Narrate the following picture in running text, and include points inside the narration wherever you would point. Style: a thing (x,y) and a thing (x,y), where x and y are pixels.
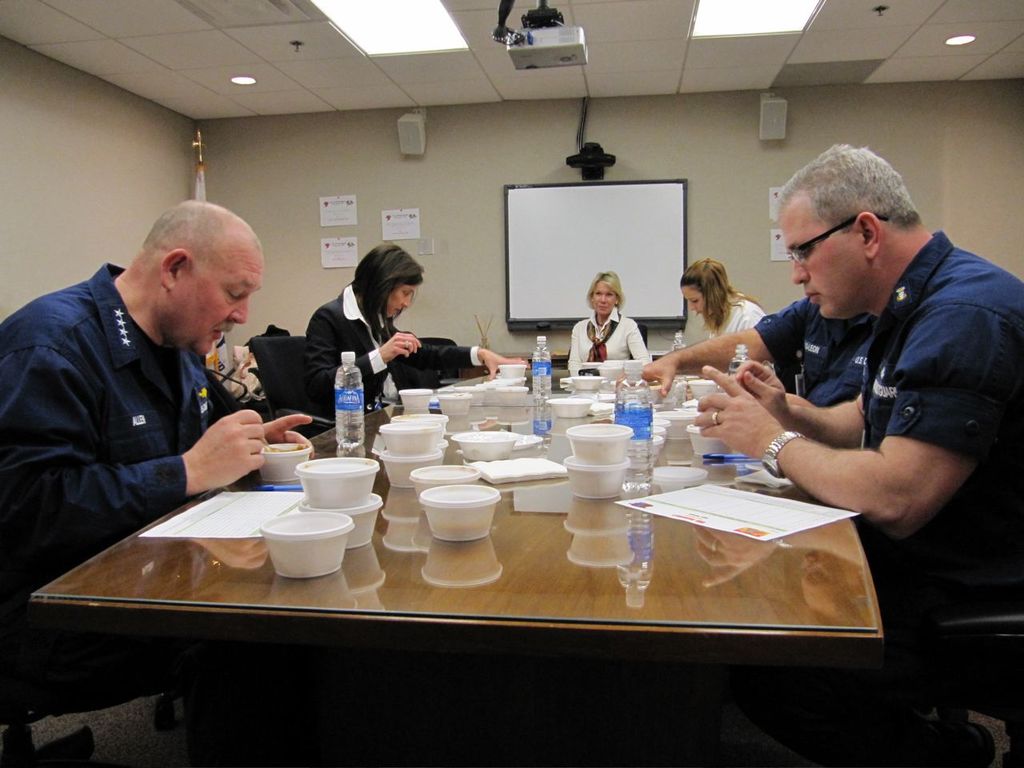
In this image we have people (300,420) who are sitting on the chair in front of the table (601,620). On the table (685,460) we have a couple of water bottles (630,371), boxes (355,526) and other stuff (663,497) on it. Behind these people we have a projector screen (580,204) on the wall (486,172) and a ceiling (284,14).
